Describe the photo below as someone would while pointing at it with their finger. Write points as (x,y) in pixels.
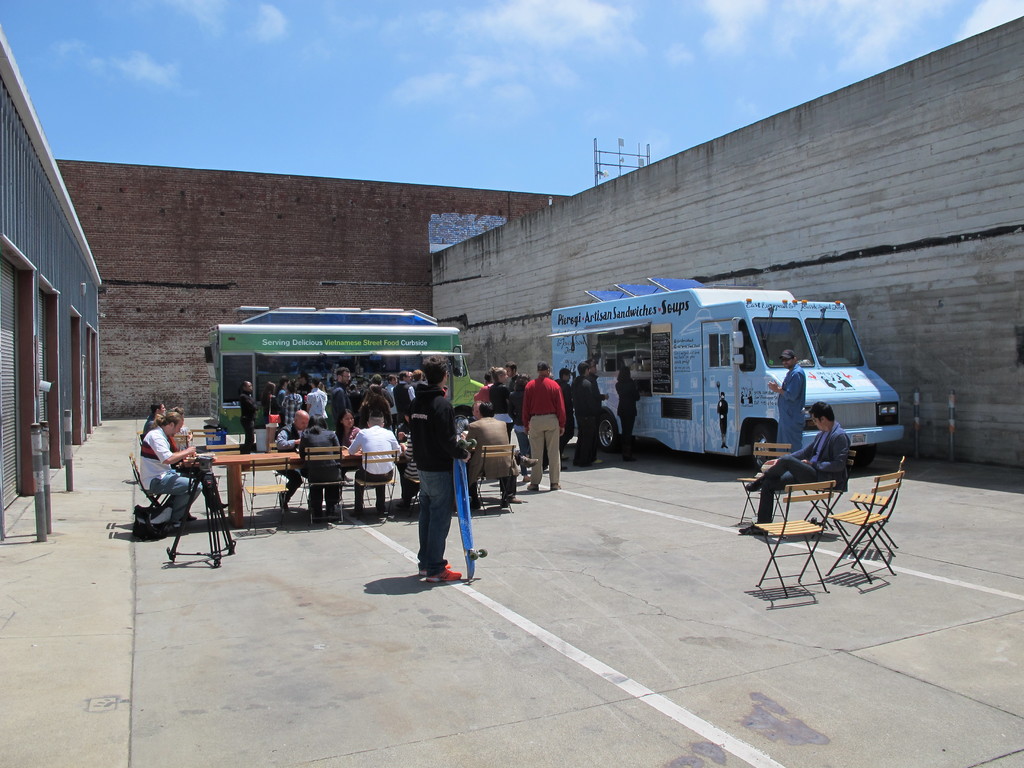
It consists of two food trucks (400,351). and there are many people (437,461) are standing, few people (399,471) are sitting. There are few chairs (289,461) and table (353,461). The place is surrounded by buildings (496,217). On the top (543,26) there is sky (497,107) with cloud (554,40).
